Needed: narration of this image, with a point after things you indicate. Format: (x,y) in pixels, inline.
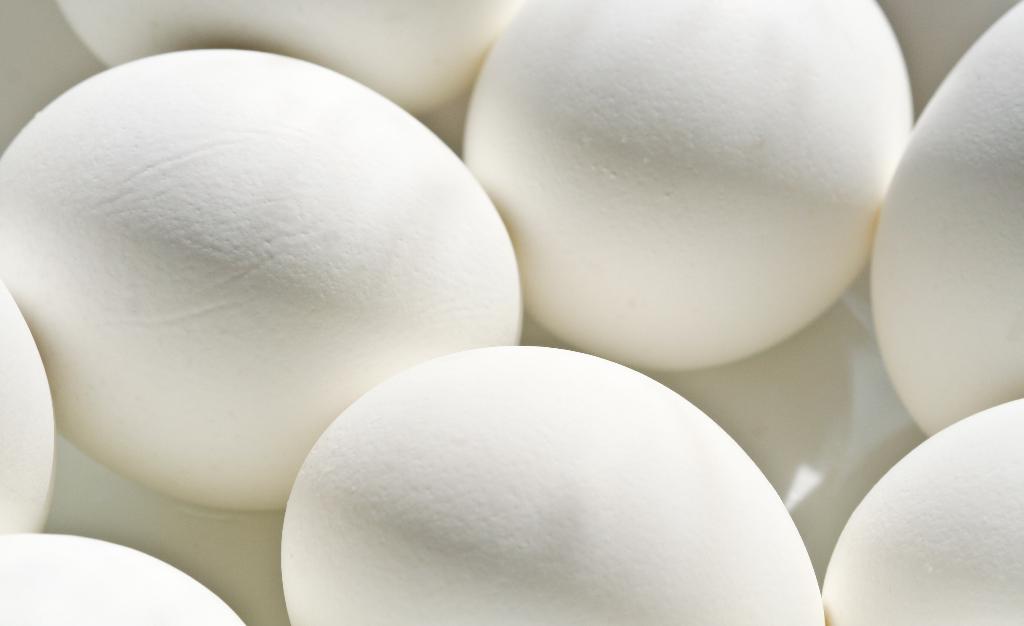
In this image we can see a group of eggs (460,365).
